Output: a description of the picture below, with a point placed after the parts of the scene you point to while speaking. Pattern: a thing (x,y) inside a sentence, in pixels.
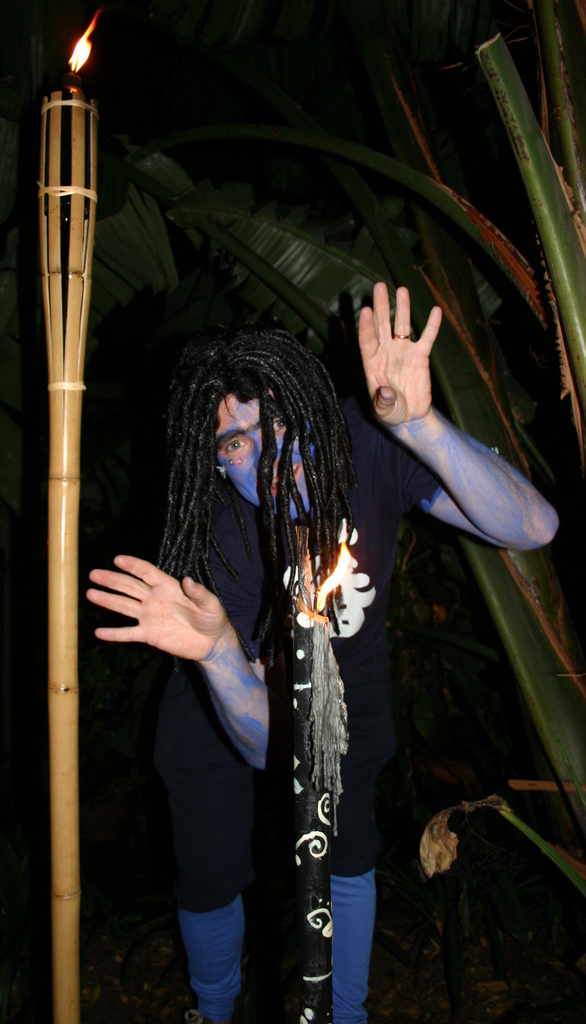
In this image, we can see a person (368,660) who is wearing a T-shirt (240,560) and a short (371,745) and his face (301,466) and hands (387,419) are painted with blue color and he has curly hair (226,360). Beside the person (247,562) there is a wood pole (51,389) with fire (75,54) in it and at the back of the person (279,468) there are plants (447,850) which are green in color.
